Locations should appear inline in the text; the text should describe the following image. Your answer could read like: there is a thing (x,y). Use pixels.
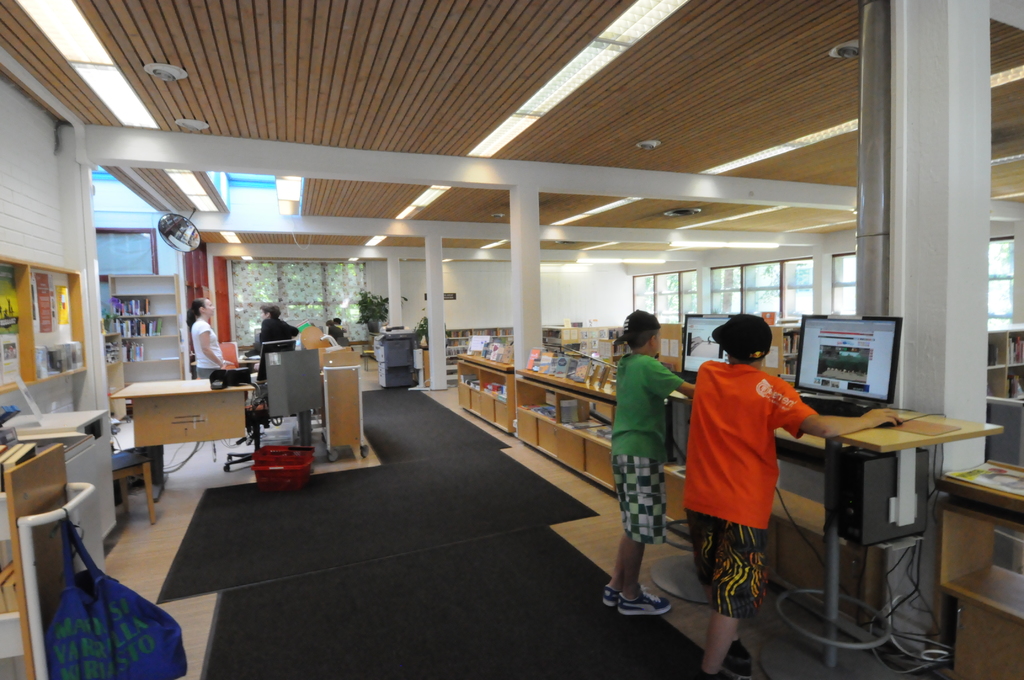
In the left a woman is standing there is a light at the top (238,199). In the right (683,582) two boys (729,571) are standing and playing games in a system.
